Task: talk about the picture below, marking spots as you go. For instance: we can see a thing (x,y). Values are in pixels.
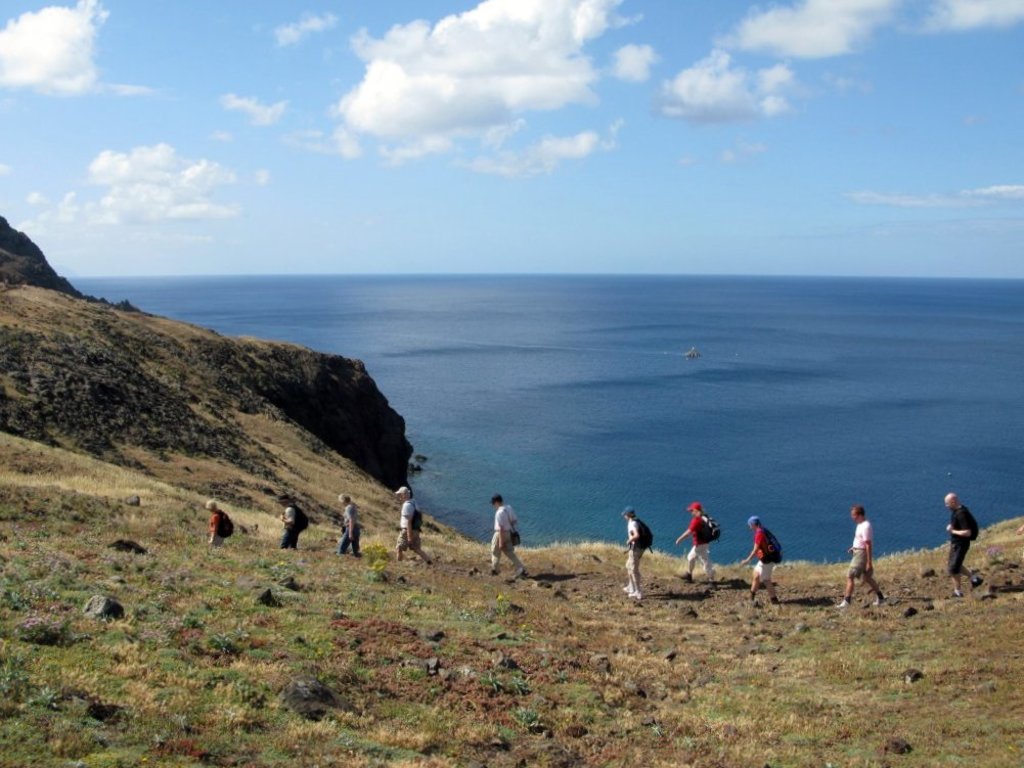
In this picture we can see group of persons (209,526) walking on this mountain (369,576). On the bottom (354,637) we can see grass (861,699) and stones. In the background (694,278) we can see ocean (981,344). On the top (509,178) we can see sky (685,178) and clouds (736,67). Here we can see some peoples (756,553) are wearing a bag (706,521).
